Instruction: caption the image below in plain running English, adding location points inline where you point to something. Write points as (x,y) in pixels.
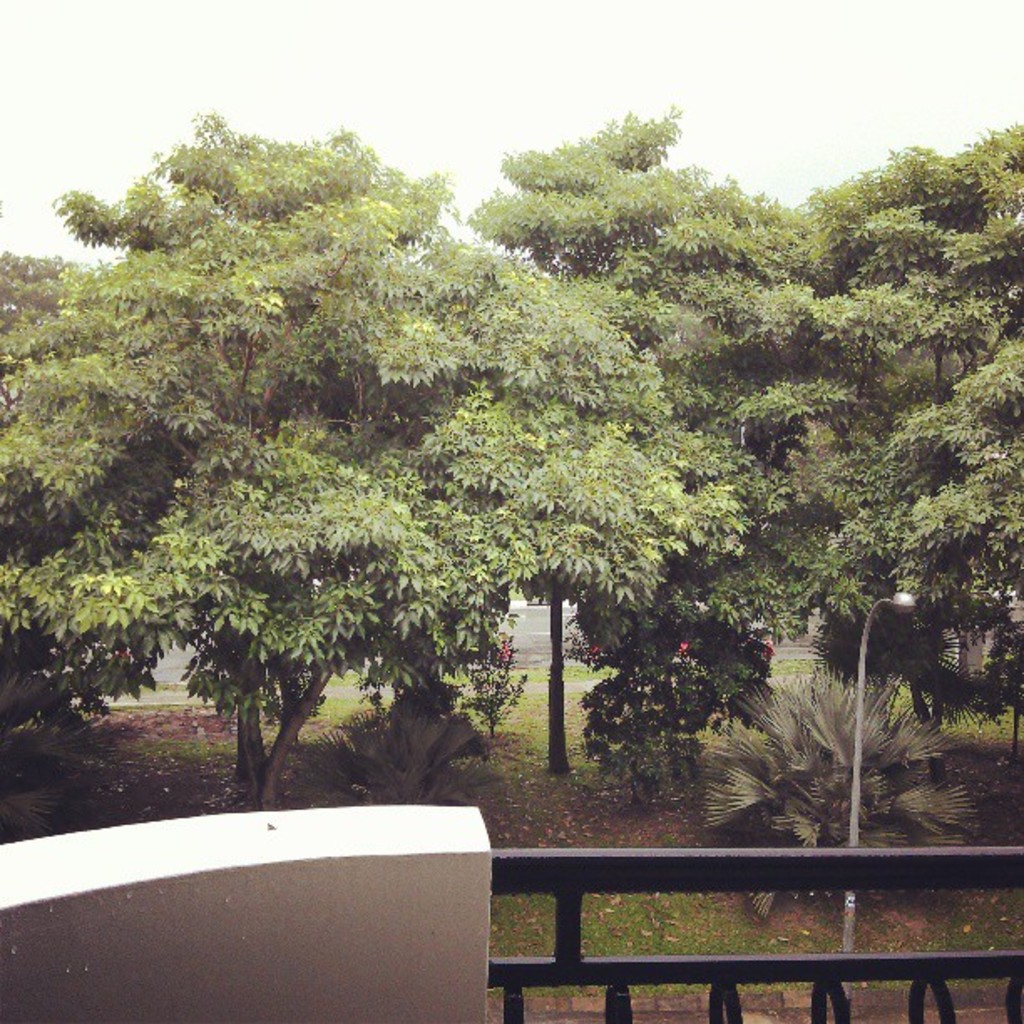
In this image we can see many trees (599,563). Also there is a light pole (859,739). At the bottom (724,962) there is a railing (745,957). In the background (695,76) there is sky (685,69).
